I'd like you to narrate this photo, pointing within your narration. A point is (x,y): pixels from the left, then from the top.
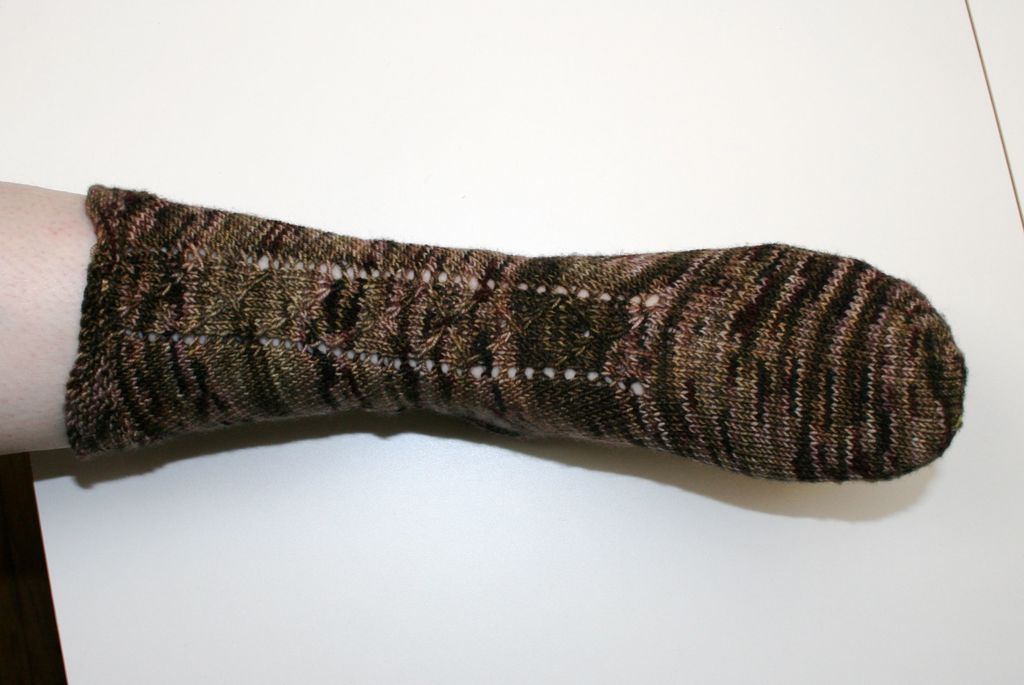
In this image, we can see the limb (86,209) of a person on a white surface (437,173).
